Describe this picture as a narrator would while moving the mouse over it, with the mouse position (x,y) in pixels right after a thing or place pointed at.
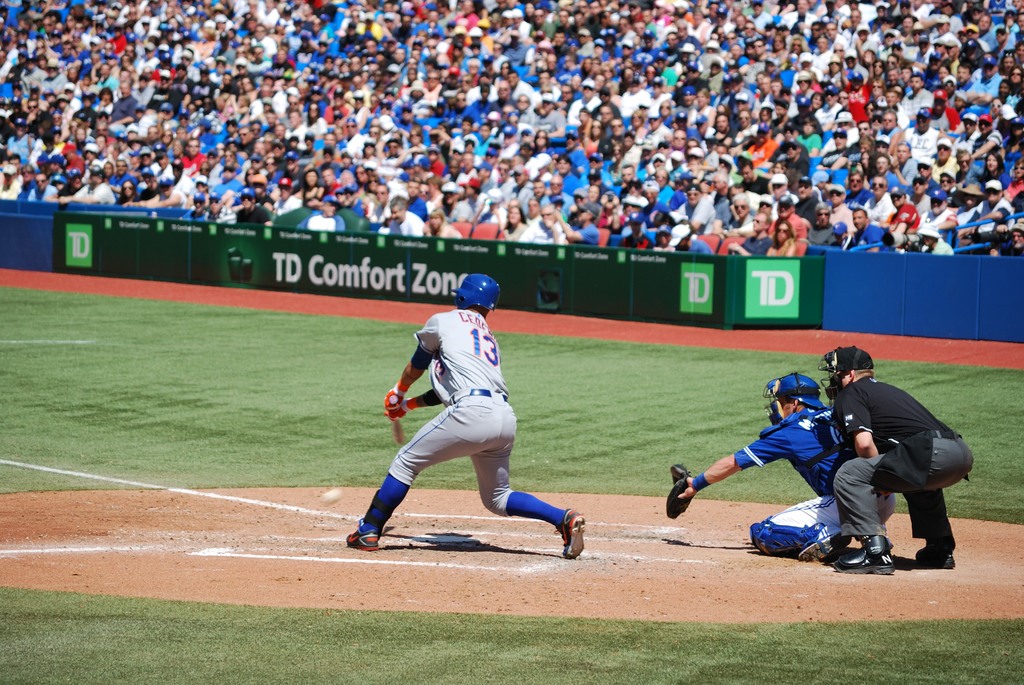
In this image, I can see two people (880,491) standing and one person (781,513) is sitting in squat position. This person (420,443) is holding a baseball bat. I think they are playing a baseball game. I can see group of people (347,32) sitting on the chairs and watching the game. This looks like a baseball ground (169,589). This is the hoarding (782,267).
